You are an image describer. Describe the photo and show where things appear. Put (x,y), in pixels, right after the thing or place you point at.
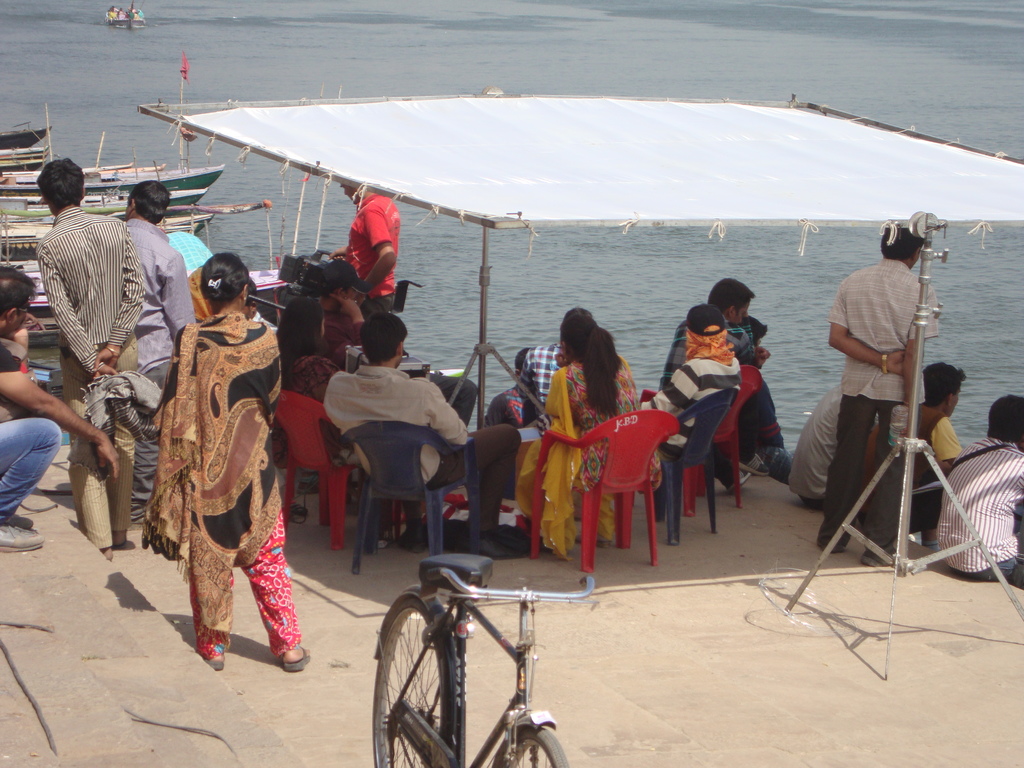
In this image, we can see some people (464,422) sitting on the chairs (711,428) and there is a shed (383,145), we can see some boats (4,153) and there is water (557,25).
